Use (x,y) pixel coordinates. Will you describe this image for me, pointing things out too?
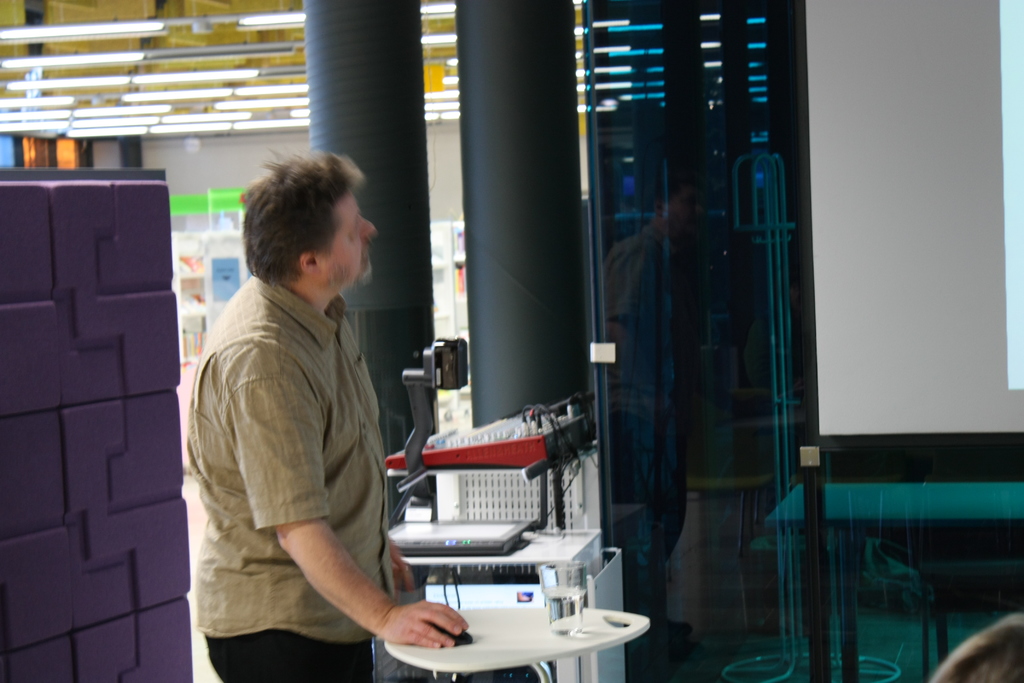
In this image we can see a store (213,231). There are many lights (95,121) and objects (216,295) in the image. A person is standing in the image. There is a projector screen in the image. There is a table (537,622) and few objects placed on it.
